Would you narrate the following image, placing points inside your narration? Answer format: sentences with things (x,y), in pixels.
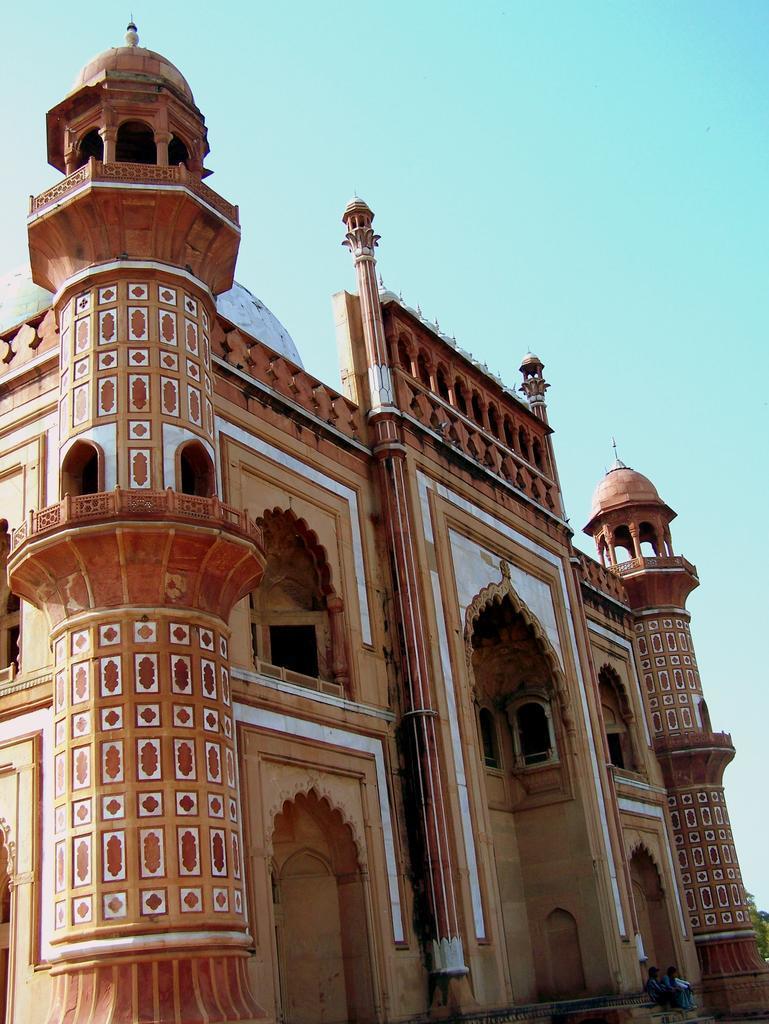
On the left side (244,506), there is a building (275,607) which is having windows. On the right side (679,975), there are persons (654,985) sitting on the wall (682,1011) of the building (699,979). In the background (767,899), there are trees (764,952) and the sky (493,163) is clear.
